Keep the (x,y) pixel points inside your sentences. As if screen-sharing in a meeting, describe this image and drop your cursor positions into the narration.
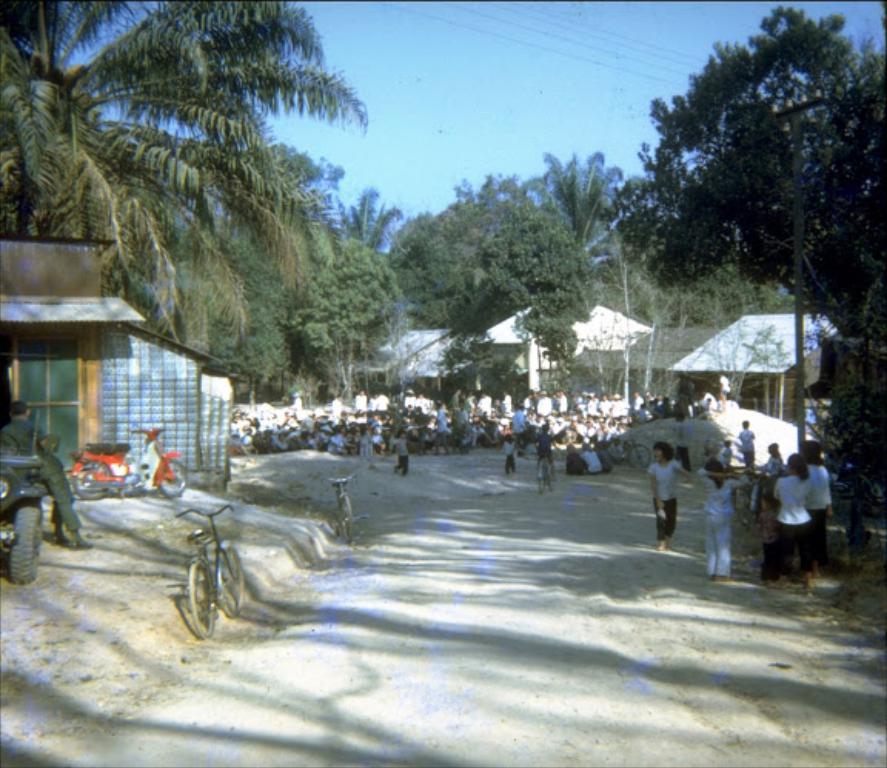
In the right side (670,516) few children (794,519) are playing, these are the trees (352,209) in the middle of an image (490,299). In the left side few cycles (163,489) are parked.
